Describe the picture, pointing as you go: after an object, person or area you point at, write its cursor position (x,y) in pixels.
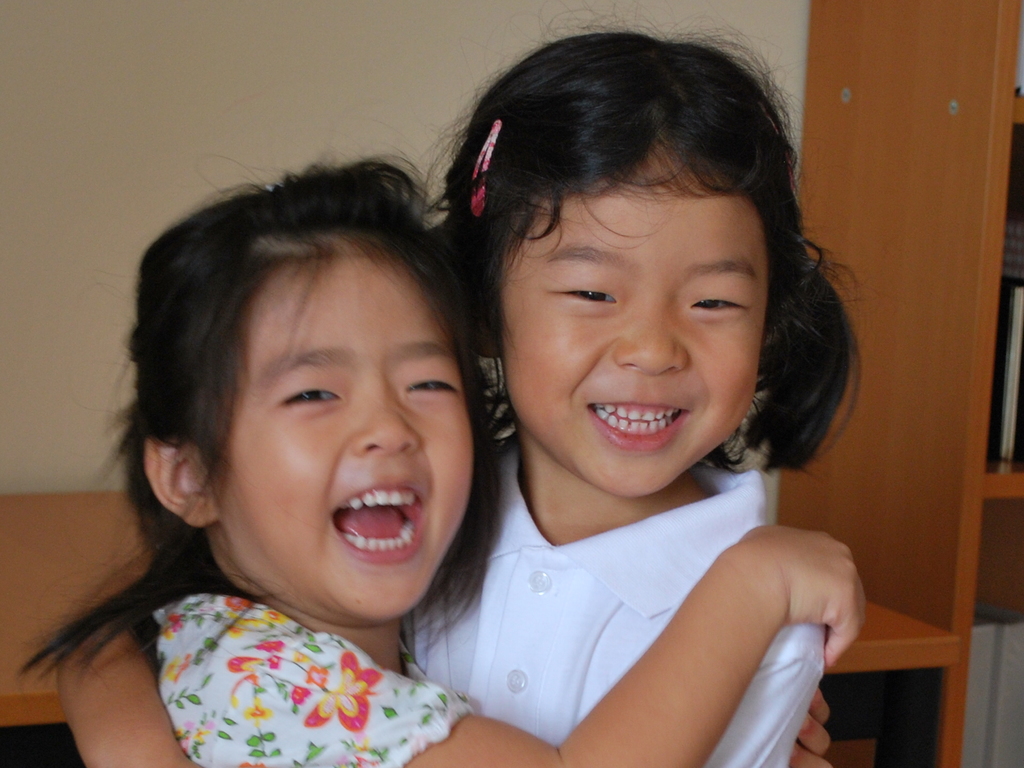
In this picture I can see there are two kids (516,284), they are hugging each other. The girl (250,687) at left (227,711) is wearing a white shirt (253,698) with floral design (372,674) and the girl (585,599) on to right (742,318) is wearing a plain white shirt (611,594) and a pink color clip (481,201) to the hair (497,221), they both are laughing. There is a wooden frame (870,634) in the backdrop (929,627) and there are few books (1009,379) visible at right (1005,375). There is a wall (327,116) in the backdrop (158,121).
